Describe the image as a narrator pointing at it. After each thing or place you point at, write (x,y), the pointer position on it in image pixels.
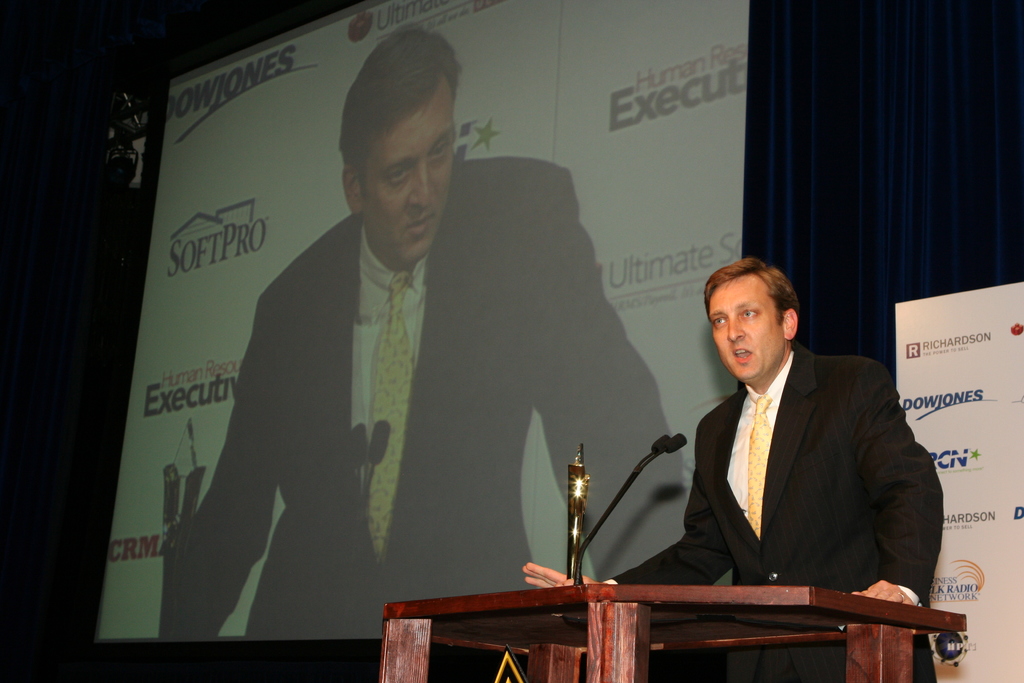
In this image we can see a man (812,428) standing beside a speaker stand (601,586) containing a memento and a mic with a stand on it. On the backside (981,504) we can see a board (931,313) with some text (932,345) on it, a curtain (884,312) and a display screen (603,309).
